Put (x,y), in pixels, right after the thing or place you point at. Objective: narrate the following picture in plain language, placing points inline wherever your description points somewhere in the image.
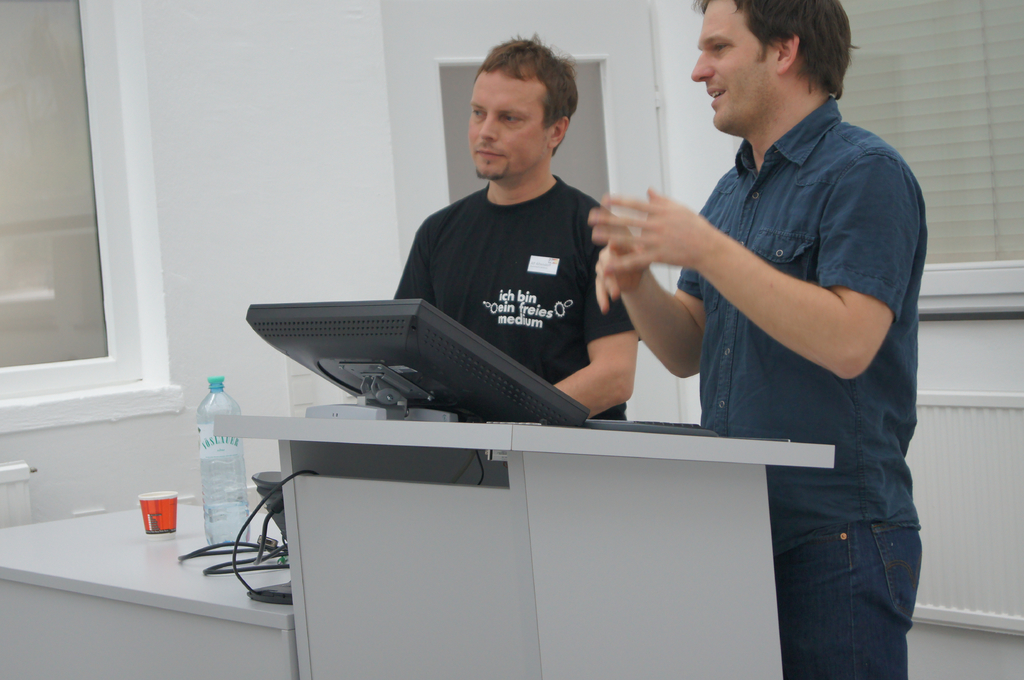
In this image we can see men (564,308) standing at the desk (513,566) and a display screen (473,396) is present on it. Beside the desk (330,614) there is a table (154,545) and on the table (124,533) there are disposable tumblers (152,521), bottle (230,508) and cables (250,550). In the background (206,176) we can see windows (958,212) and walls (193,156).
